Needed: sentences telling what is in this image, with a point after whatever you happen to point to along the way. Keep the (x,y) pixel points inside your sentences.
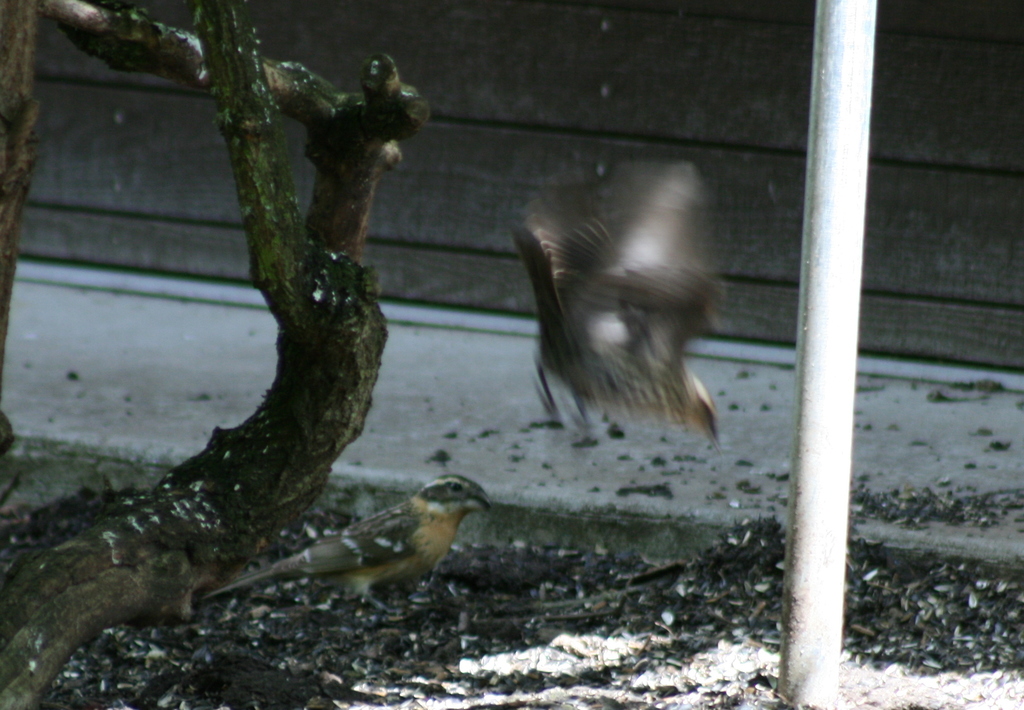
This image is taken outdoors. At the bottom of the image (534,605) there is a ground (507,615). There are many seeds (270,618) and husks (896,583) on the ground (663,603). In the background (659,155) there is a wall (160,150). On the right side of the image (830,285) there is a pole (821,414). On the left side of the image (341,246) there is a tree (215,38). In the middle of the image (668,296) there are two birds (411,529).
